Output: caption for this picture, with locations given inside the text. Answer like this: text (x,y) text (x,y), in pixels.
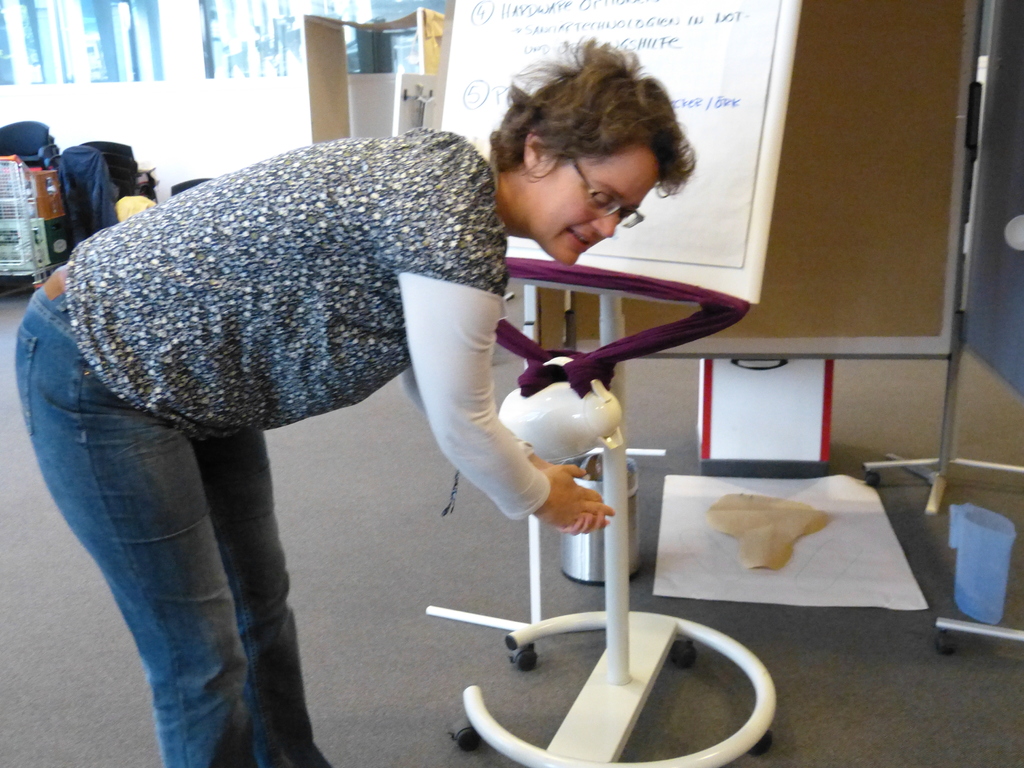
In this picture I can see a person (254,732) standing, there are papers (798,541), boards (934,495), a jug (989,555), and in the background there are chairs (25,127) and some other items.
